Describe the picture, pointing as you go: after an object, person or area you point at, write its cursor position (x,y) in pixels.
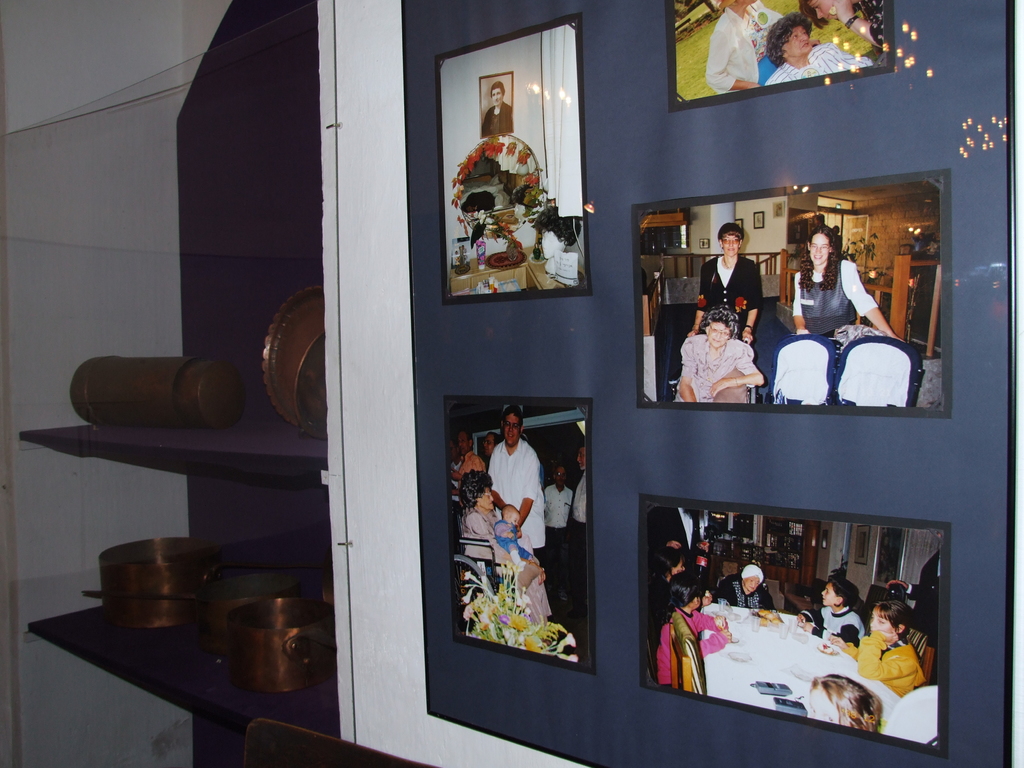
In the picture I can see photos (681,636) attached to the wall (640,484). In these photos (583,513) I can see people (694,629), flowers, objects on a white color table (776,653), chairs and some other objects (573,269). On the left side (263,657) I can see some objects (215,574) on shelves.
